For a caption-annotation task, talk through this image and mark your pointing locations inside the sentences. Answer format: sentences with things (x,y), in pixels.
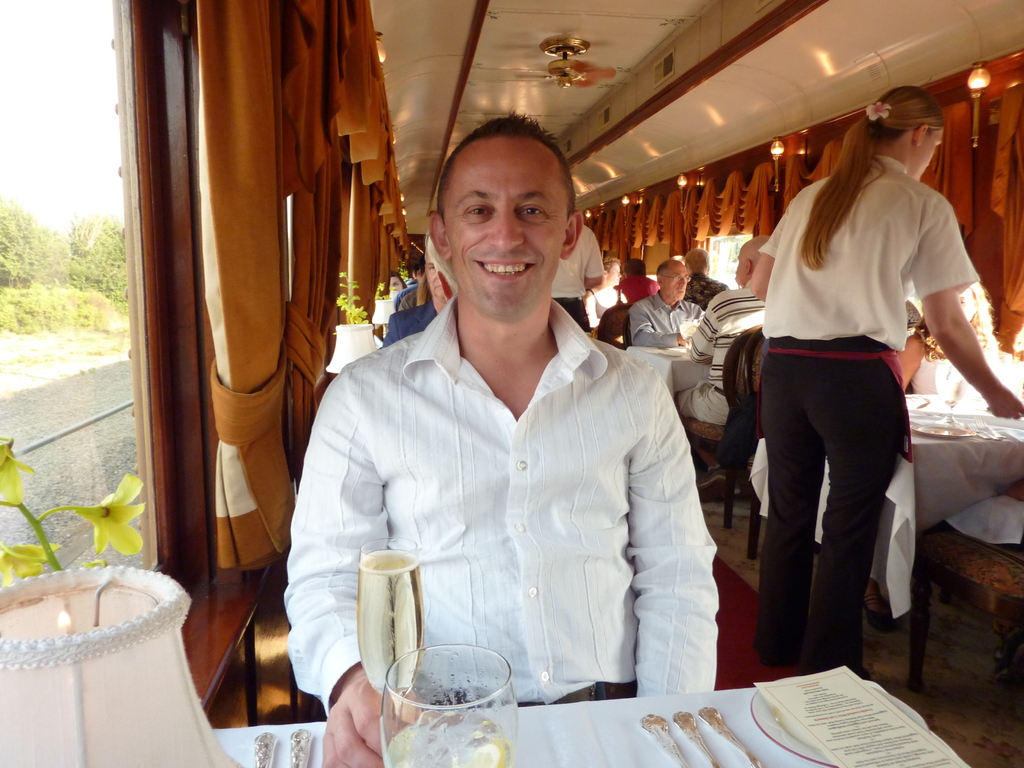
Here we can see that a person (534,168) is sitting on the chair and smiling and holding a glass (407,597) in his hands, and in front (621,746) there is the table (609,741) and some objects (681,758) on it, and here is the glass (500,701) and there are trees (65,277), and here are curtains (363,125), and a woman (837,296) standing on the floor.
